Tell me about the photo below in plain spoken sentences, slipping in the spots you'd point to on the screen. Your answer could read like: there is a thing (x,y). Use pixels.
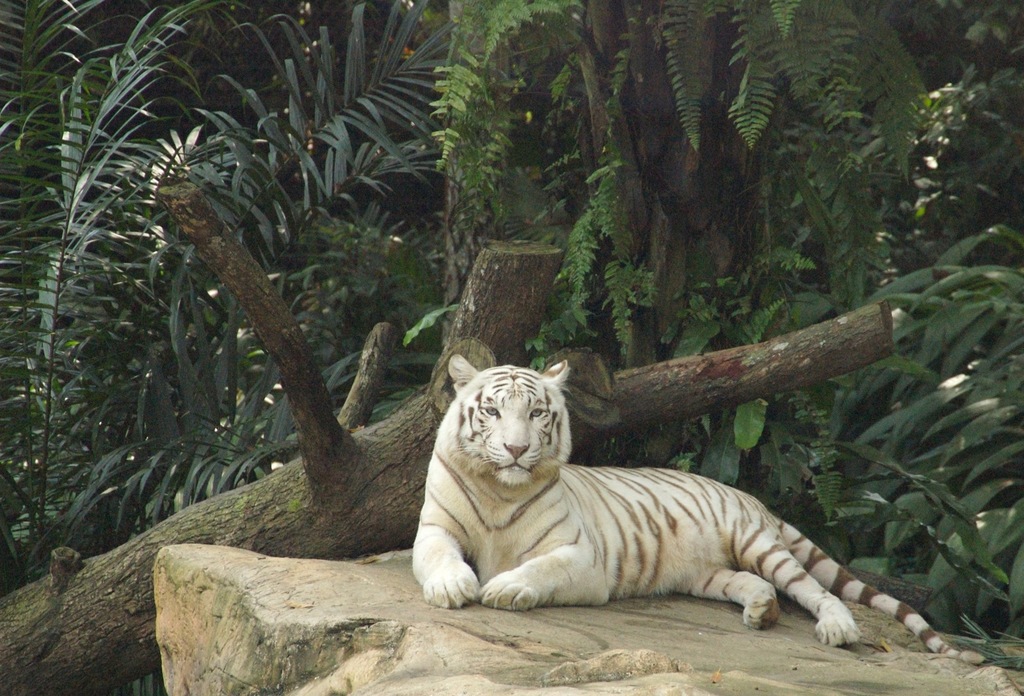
In this image we can see a white tiger (543,509) on a rock (582,632). In the back (264,519) there is a tree trunk (264,519). In the background (248,458) there are plants (483,168) and trees (452,130).
